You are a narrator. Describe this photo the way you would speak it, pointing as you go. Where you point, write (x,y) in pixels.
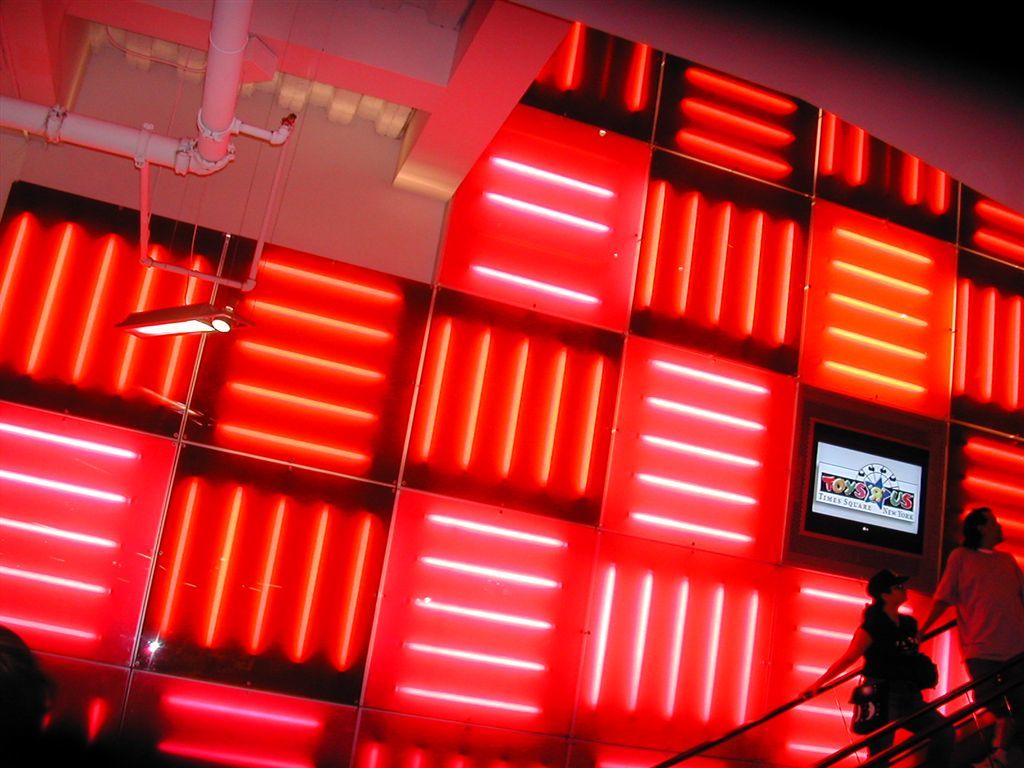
On the right (929,666) we can see hand railing (973,681) and two persons (983,604). On the left (95,195) we can see pipes (136,140), ceiling (199,20) and light (238,322). In the picture we can see red color light (575,437) and poster (837,482).
